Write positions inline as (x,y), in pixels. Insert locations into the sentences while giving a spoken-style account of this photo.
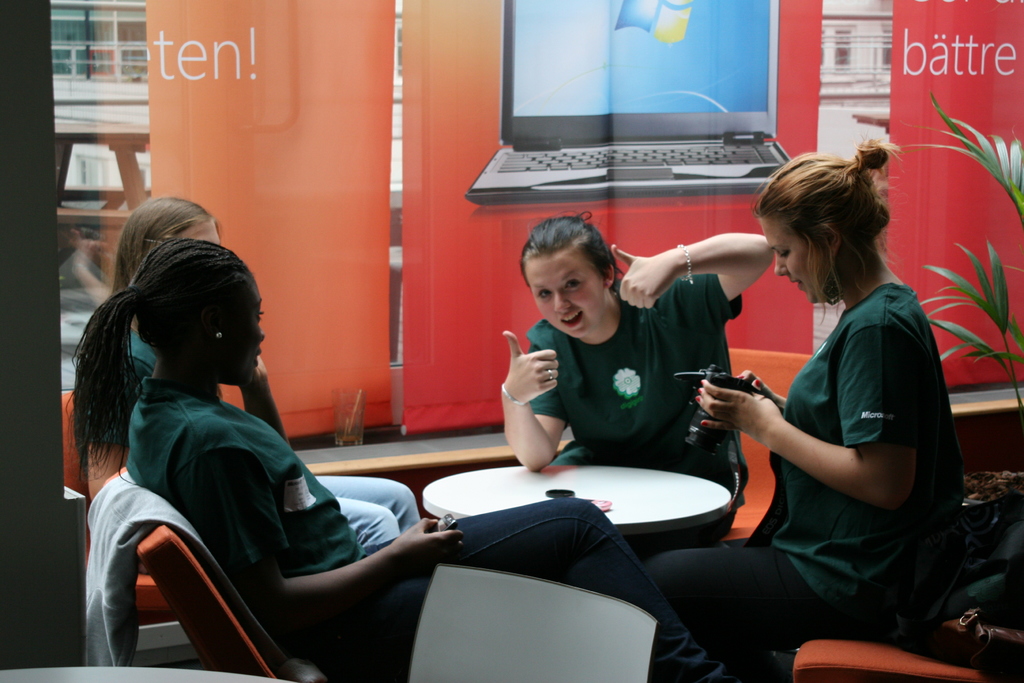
In this picture there is a girl (640,419), smiling and giving a pose into the camera. Beside there is a another girl (793,449) looking into the camera. On the left side (253,449) there are two girl (486,525) sitting and watching them. In the background (529,60) there is a red color rolling banner (590,156).
